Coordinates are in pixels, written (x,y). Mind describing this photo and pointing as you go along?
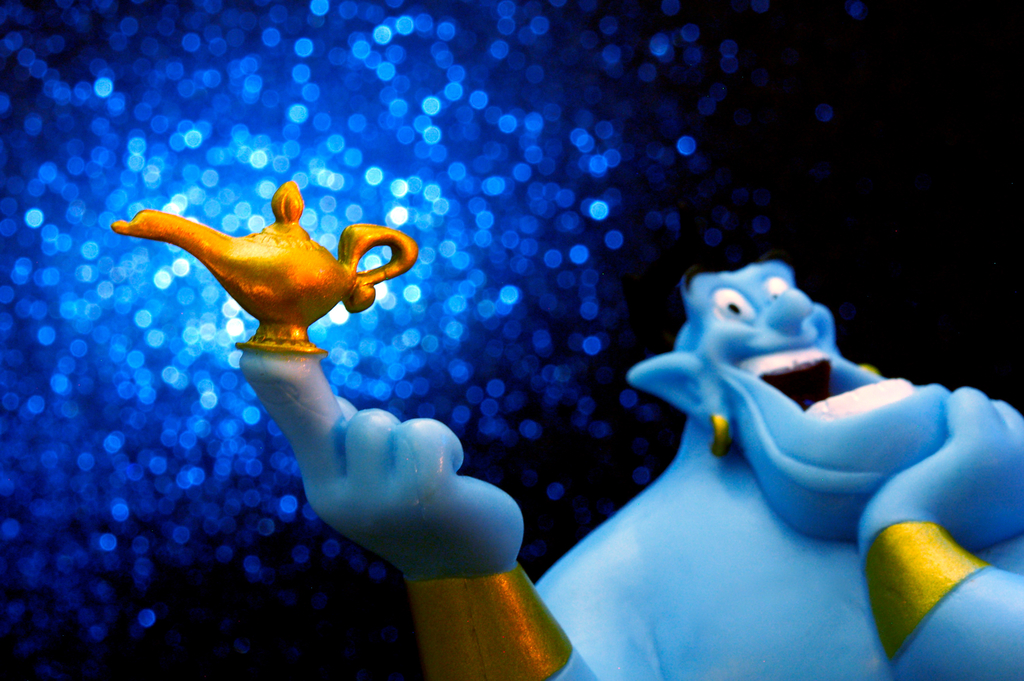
In this image we can see there is a genie (675,519) holding the lamp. In the background (117,184) there are sprinkles of light (150,268) in sky blue color.
